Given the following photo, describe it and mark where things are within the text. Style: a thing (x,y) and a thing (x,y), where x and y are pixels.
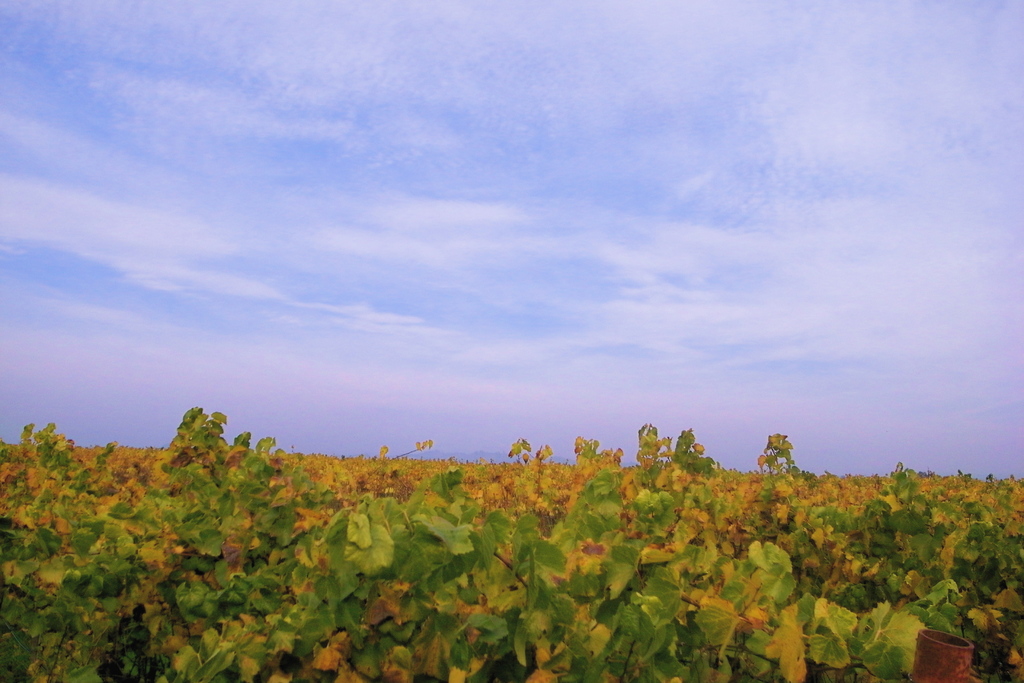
At the bottom of the picture (507,591), we see the plants (591,554) or the trees (418,470). These trees (393,470) are in green and yellow color. In the right bottom (955,664), we see a rod (937,660) or a pole (952,648) in brown color. At the top (489,219), we see the sky (530,333) and the clouds (630,320).
